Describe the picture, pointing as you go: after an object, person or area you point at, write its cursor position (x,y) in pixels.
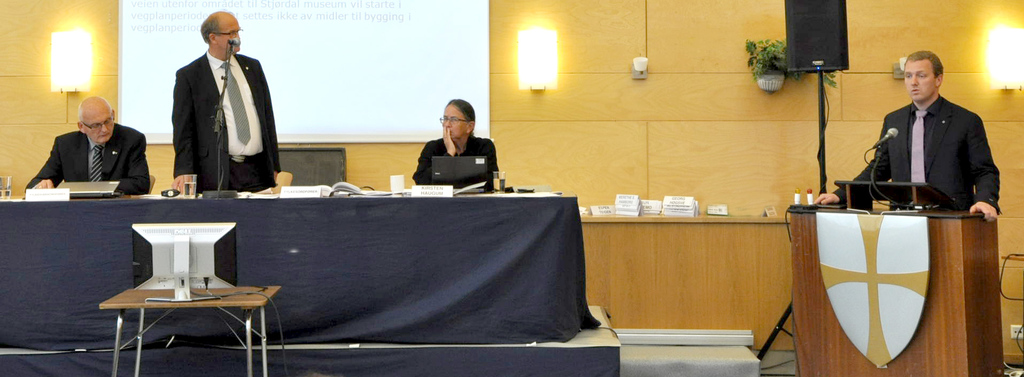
This picture is of inside. On the right (923,94) there is a man (947,143) wearing suit (937,167) and standing behind the podium (927,246). We can see a microphone (885,138) attached to the podium (884,228). In the center (473,142) there is a table (229,301) and a monitor (196,271) is placed on the top of the table (241,313) and we can see a person (460,135) sitting on the chair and in the left (252,93) there is a man (203,96) standing, beside him there is a person (98,138) sitting on the chair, in front of them we can see a table (389,215) on the top of which a nameplate (417,188), a book (343,183), a glass of water (186,188) and a laptop (102,189) is placed. In the background (808,42) we can see a speaker (814,36) attached to the stand (821,123), wall lamps (544,65), projector screen (433,51) and some books (687,206) placed on the table (688,220).
